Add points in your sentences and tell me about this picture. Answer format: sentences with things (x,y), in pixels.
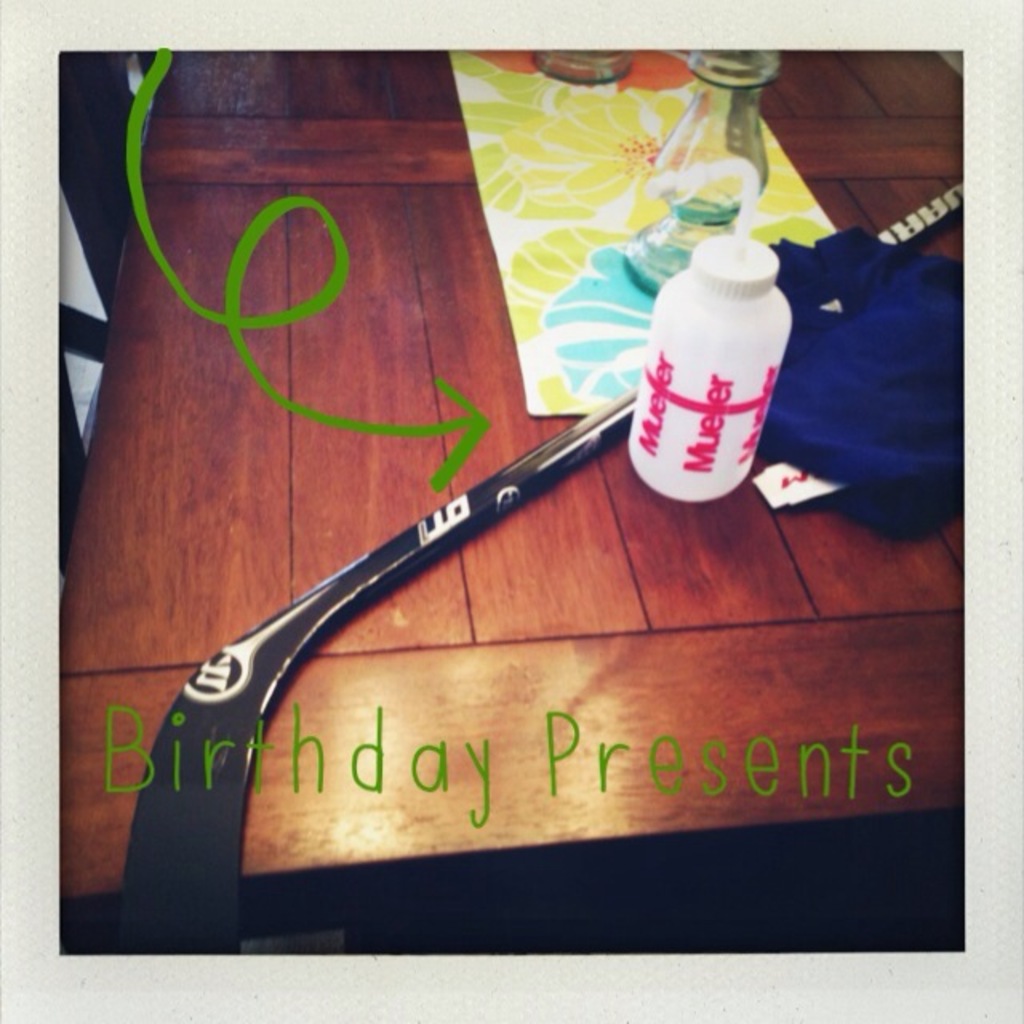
There is a table (92,687) in the image. on that there is bottle (719,249), table mat (599,386), cloth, stick (530,485). On bottom (158,770) it is written birthday presents.
